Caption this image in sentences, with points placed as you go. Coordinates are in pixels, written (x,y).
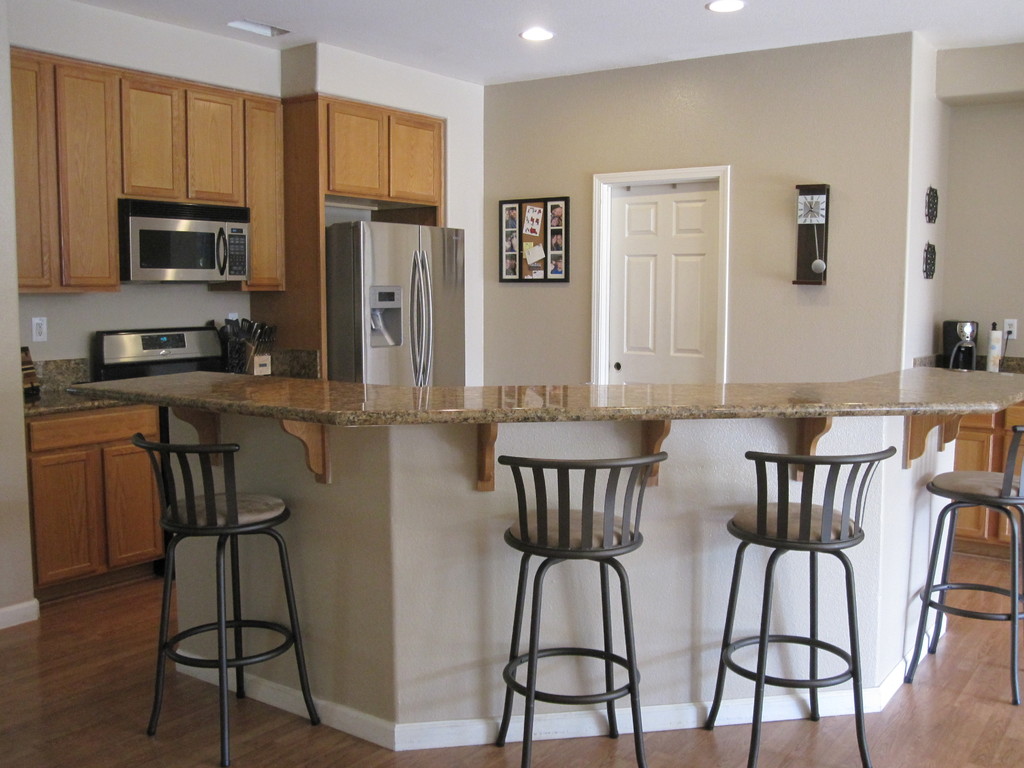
In this picture I can see kitchen table (445,439) and chairs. In the background (610,330) I can see white color door (642,261) and wall (734,199) on which I can see clock (810,260) and other objects (558,253) attached to it. On the left side (178,253) I can see microwave oven (178,253), refrigerator (423,293) and wooden cupboards (209,194). On the right side (1002,348) I can see some objects (991,359).
